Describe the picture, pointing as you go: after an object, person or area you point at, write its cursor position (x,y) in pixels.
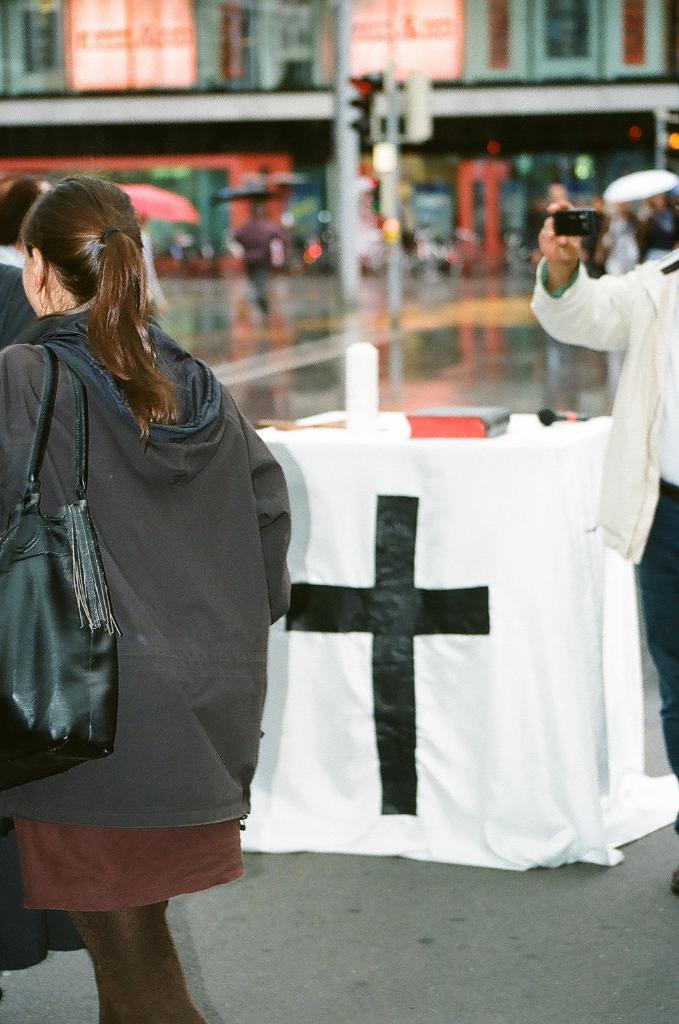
On the left side of the image (137,476), we can see a woman (181,612) is wearing a bag (75,624). Here we can see few people (47,316). Background (463,253) there is a blur view. In the middle of the image (421,667), we can see a table (445,629) covered with cloth (491,649). Here a book (446,434) and some objects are placed on the cloth (448,445). At the bottom (425,937), there is a road (420,917).
